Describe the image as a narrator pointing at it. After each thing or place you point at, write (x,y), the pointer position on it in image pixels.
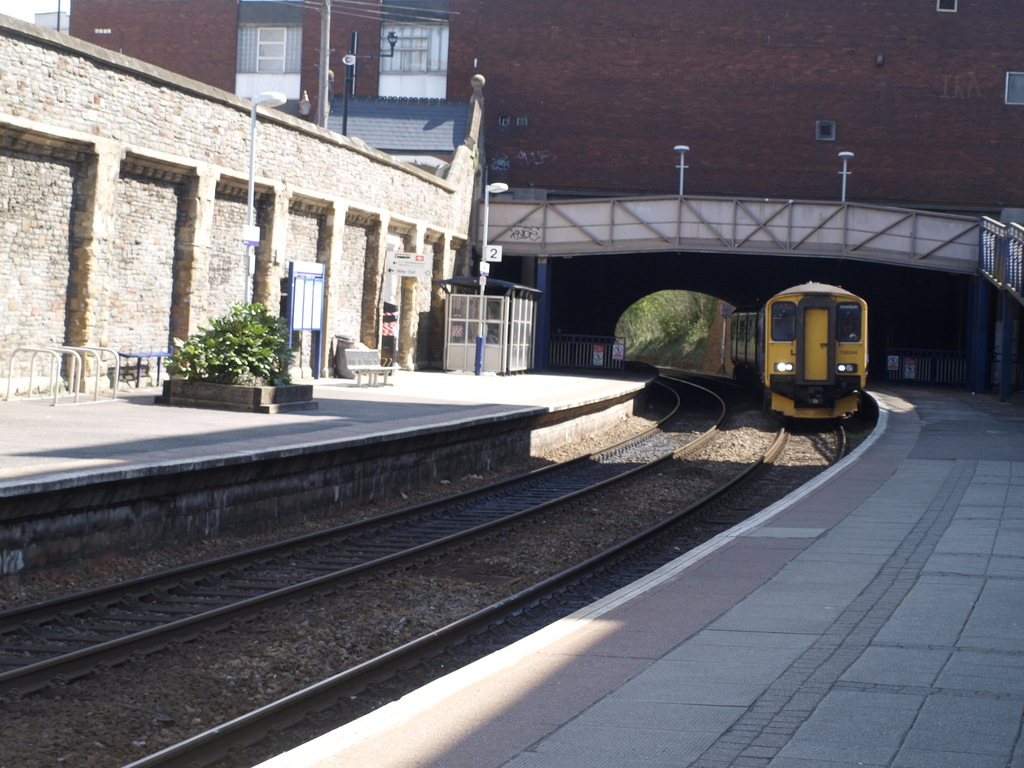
In this image there is a train (782,346) moving on the railway tracks (568,509). On the either sides of the tracks (698,389) there are platforms (461,398). To the left (108,280) there is a wall (248,163) of a house (149,184). In front of the wall (293,192) there are street light poles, plants (248,347), benches (357,361) and a cabin (491,313). There is a bridge (531,208) across the platforms (985,419). In the background (524,38) there are buildings (591,38) and poles (353,33).
